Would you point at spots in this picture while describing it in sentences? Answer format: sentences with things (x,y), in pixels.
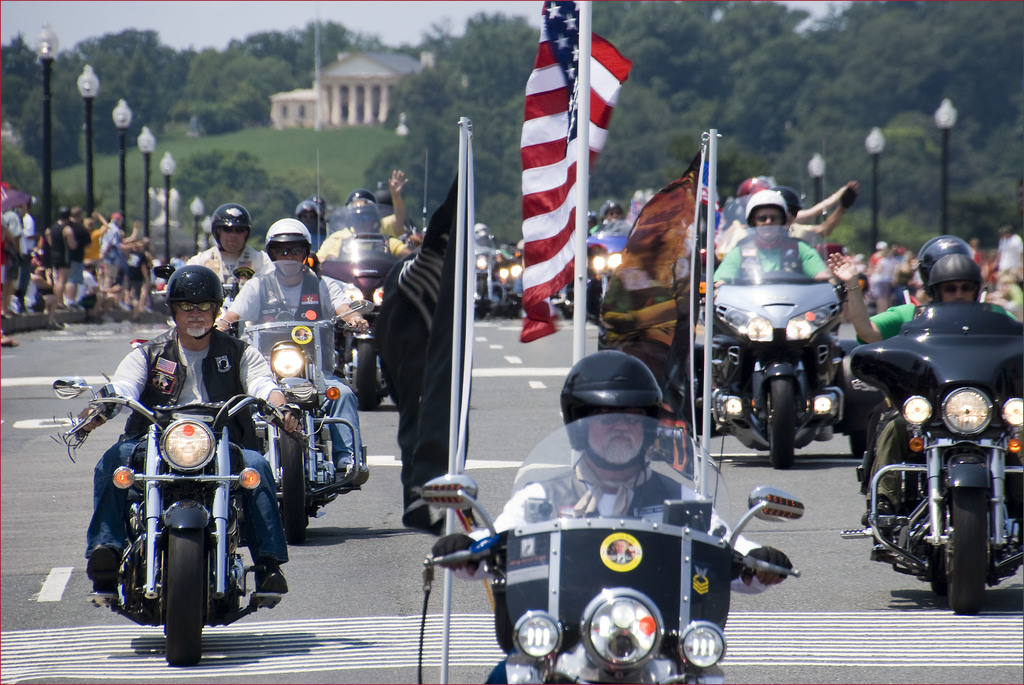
In this image, we can see some persons (738,265) wearing clothes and riding bikes (354,458). There are some persons (87,236) standing beside poles (44,233). There is a flag (544,219) in the middle of the image (556,237). In the background of the image (409,196), there is a building (328,86) and some trees (466,91).
